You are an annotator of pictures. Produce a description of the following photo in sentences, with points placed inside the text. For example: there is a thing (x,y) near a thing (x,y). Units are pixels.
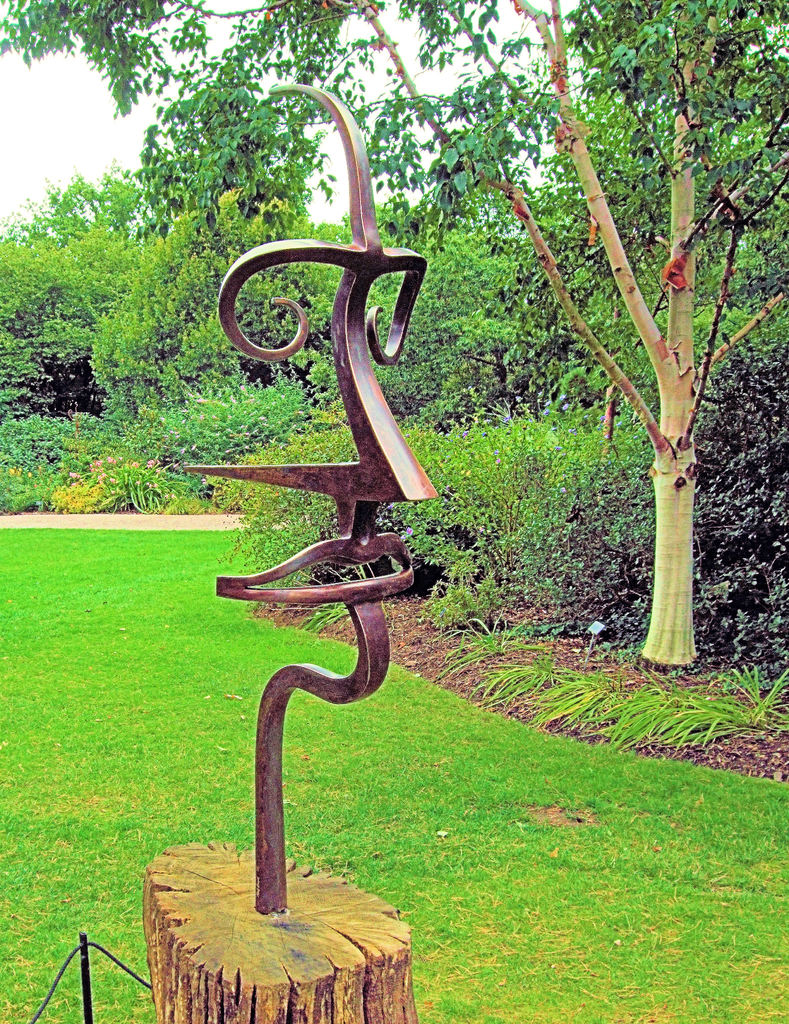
In this image, we can see a metal object (273,881) on the wooden surface (216,916). We can also see the ground (81,671). We can see some grass (98,705), plants (534,575) and trees (650,353). We can also see the sky (3,85) and a black colored object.
